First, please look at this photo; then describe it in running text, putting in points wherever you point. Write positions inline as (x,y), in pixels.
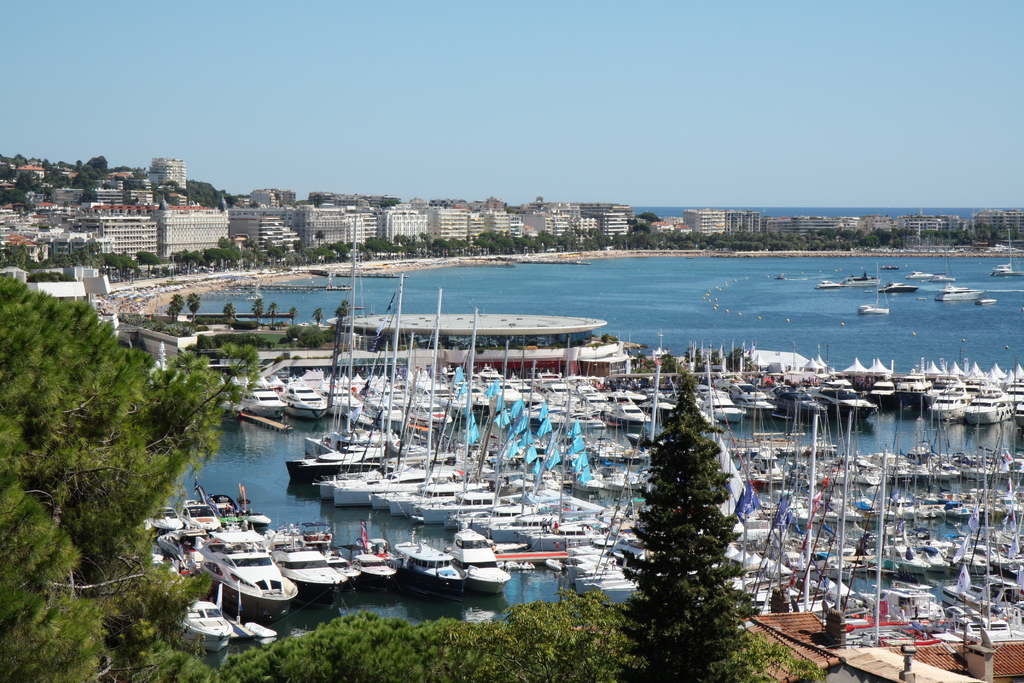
In this image I can see in the middle (459,415) there are boats (763,468) in the water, in the background (47,248) there are trees (134,265) and buildings (453,229). At the top (481,95) it is the sky (581,87).
